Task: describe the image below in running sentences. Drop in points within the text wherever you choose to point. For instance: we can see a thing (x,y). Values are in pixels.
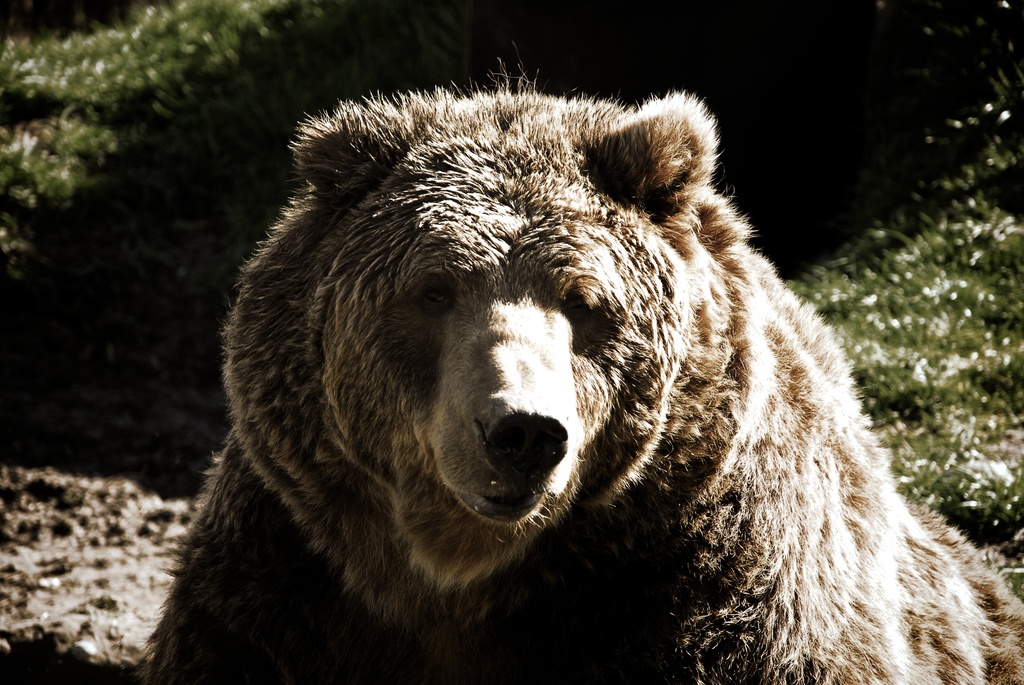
Here in this picture we can see a bear (487,412) present on the ground (889,424), which is partly covered with grass (872,414) over there.
